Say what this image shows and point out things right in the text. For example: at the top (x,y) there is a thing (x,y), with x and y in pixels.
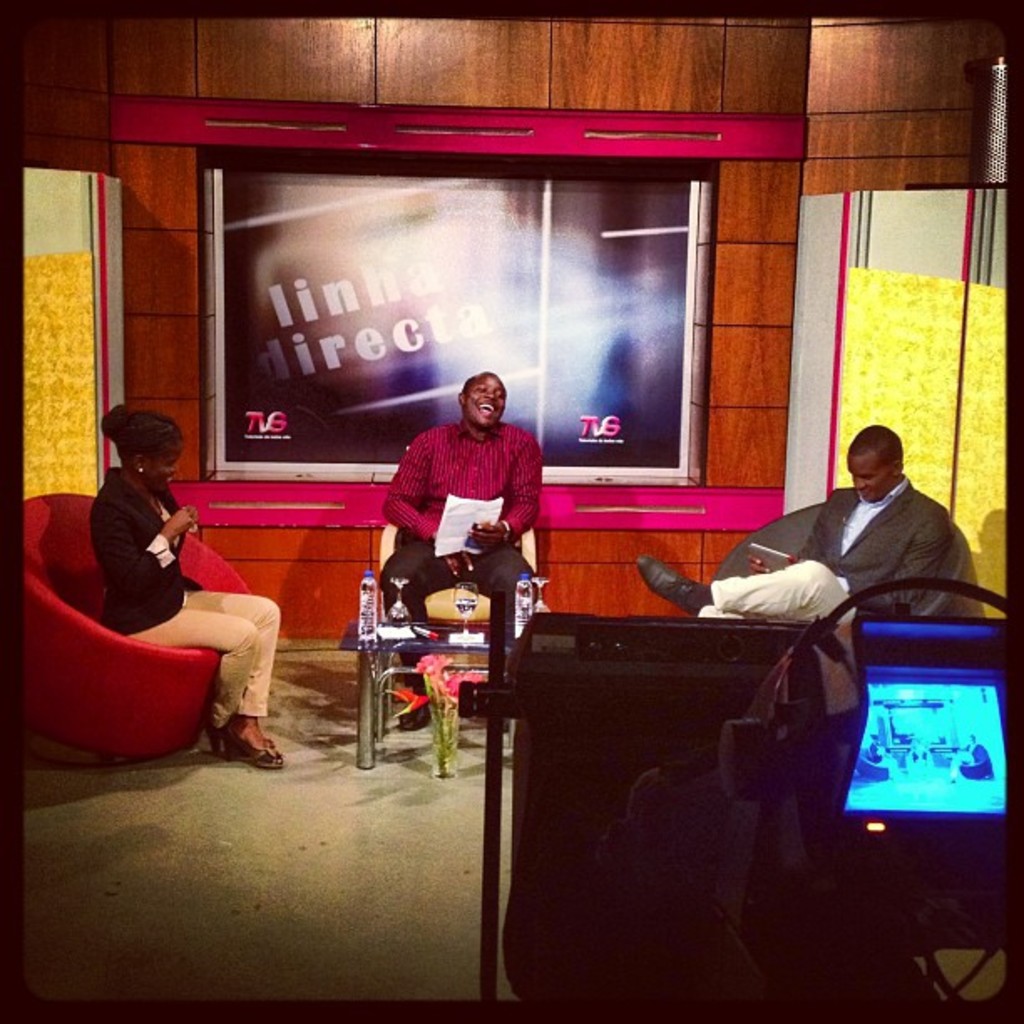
There are people (252,608) sitting on the chairs (952,576) and smiling. This is a table (401,645) with wine glasses (470,614), water bottles (520,596) and tissue papers (400,631) are placed on the table (457,645). I think this is a kind of banner (662,215), which is attached to the wall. I can see a television (901,677) with the display (859,768). This looks like an object (578,782). I think this is a flower vase (438,730) with the flowers (443,698) are placed on the floor (440,792).
